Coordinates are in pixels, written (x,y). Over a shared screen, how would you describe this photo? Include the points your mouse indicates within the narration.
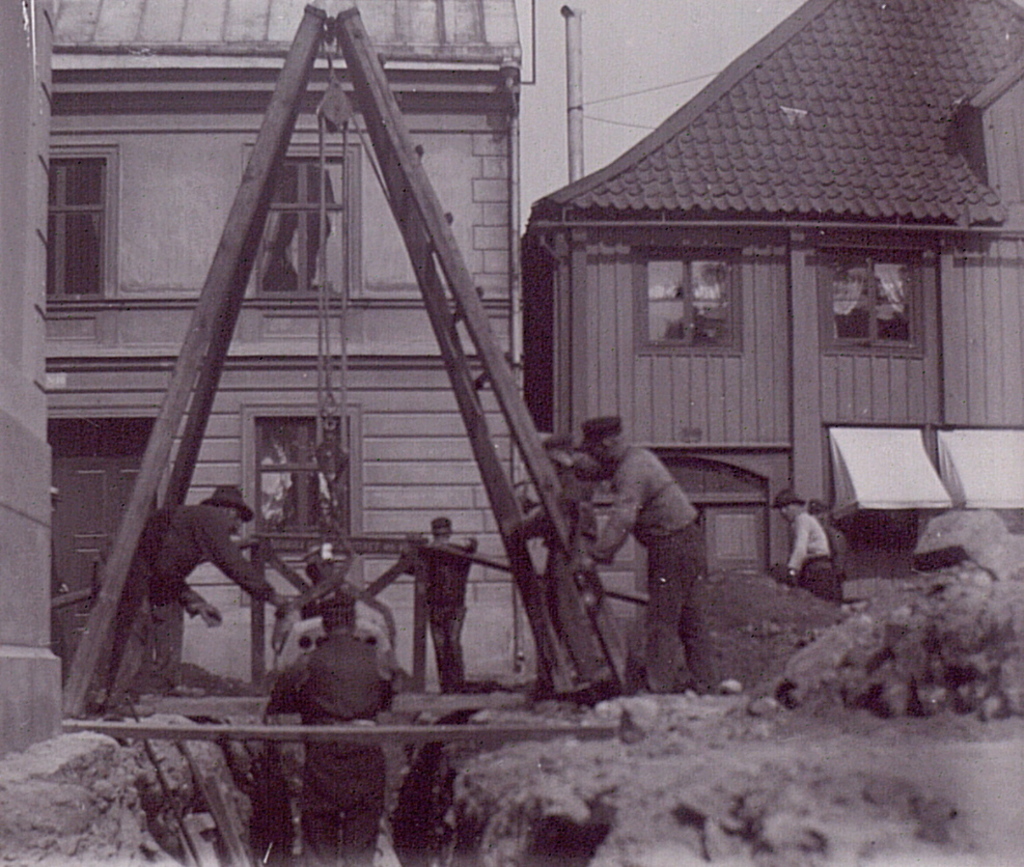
This picture consists of houses (655,273) and in front of houses (267,525) I can see persons (144,660) and I can see a stand (223,287) in the middle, in the middle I can see pole (576,64) and the sky (671,59).
